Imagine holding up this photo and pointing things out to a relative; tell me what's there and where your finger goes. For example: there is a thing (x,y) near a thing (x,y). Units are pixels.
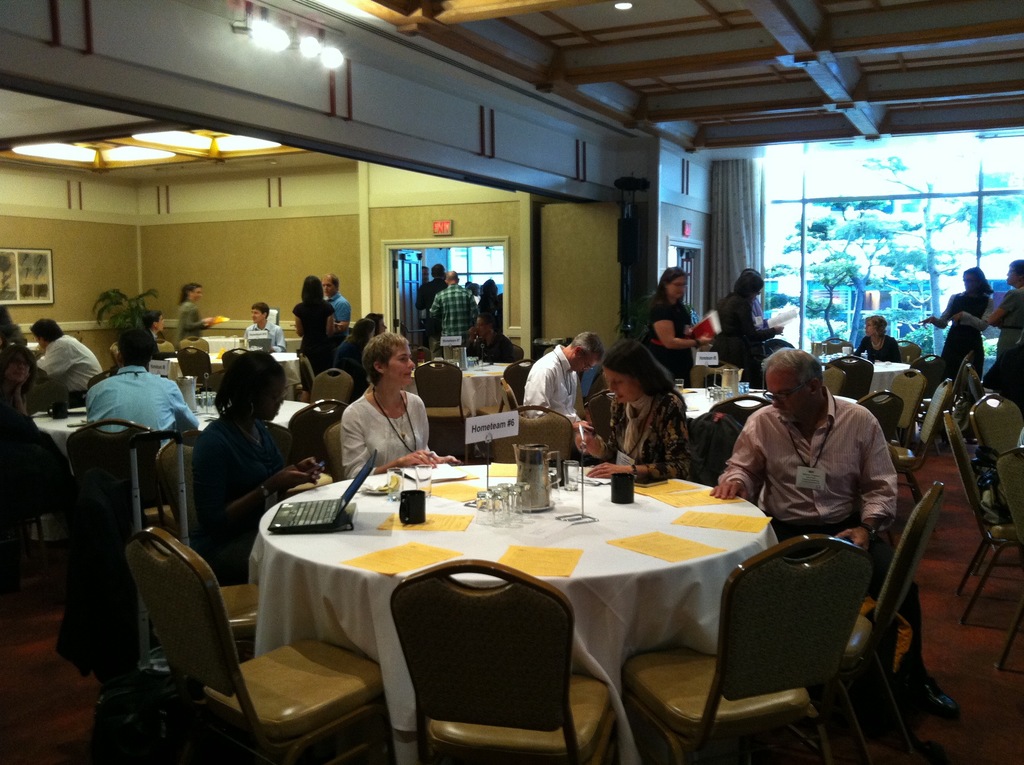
IN a room (683,290) there are many people (649,387) sitting in the chair (448,638). In front of them there is a table (694,588). On the table (389,514) there are glasses (516,494), plates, spoon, laptop (326,512). To the top right corner (896,220) there is a window (885,235), curtains (761,234). Beside the curtain (728,265) there is a door (699,274). On the top (300,51) there are some lights (314,51). There are some chairs (923,398), and some ladies (319,329) are standing. On the wall (58,273) there are frames (30,267).
